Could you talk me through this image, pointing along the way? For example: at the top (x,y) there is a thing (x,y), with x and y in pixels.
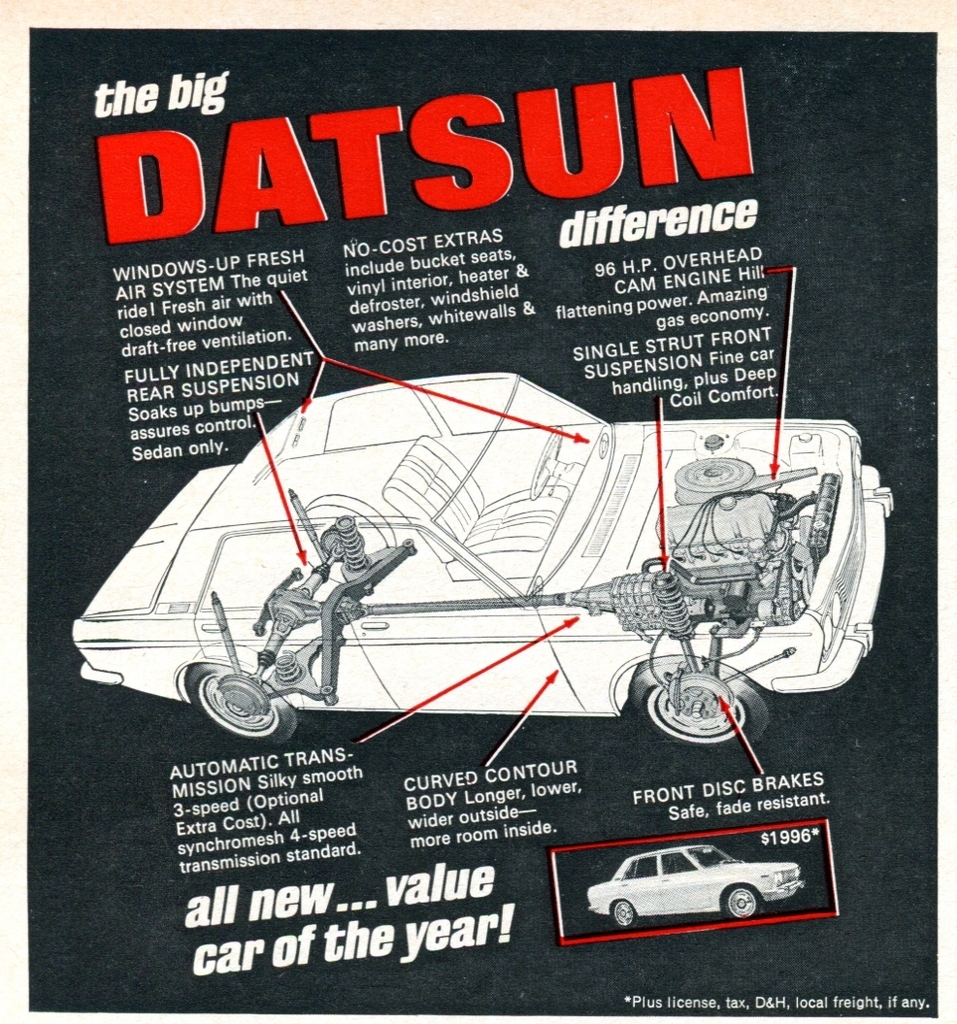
This is a poster image in which there is some text (278,364) and there is a image of the car (474,658).
